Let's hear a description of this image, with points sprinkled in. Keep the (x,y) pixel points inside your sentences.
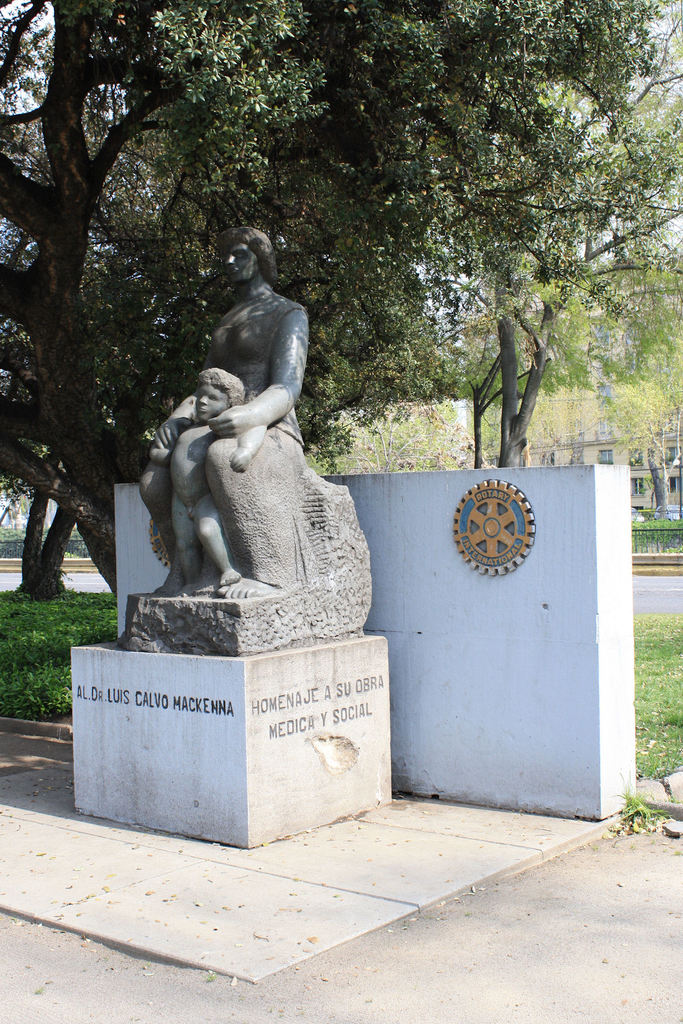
In this picture there is a stone sculpture (234,379) of a woman (253,350) and a small child (190,435). Behind there is a small wall (408,585). In the background (415,223) we can see some trees (499,426).
